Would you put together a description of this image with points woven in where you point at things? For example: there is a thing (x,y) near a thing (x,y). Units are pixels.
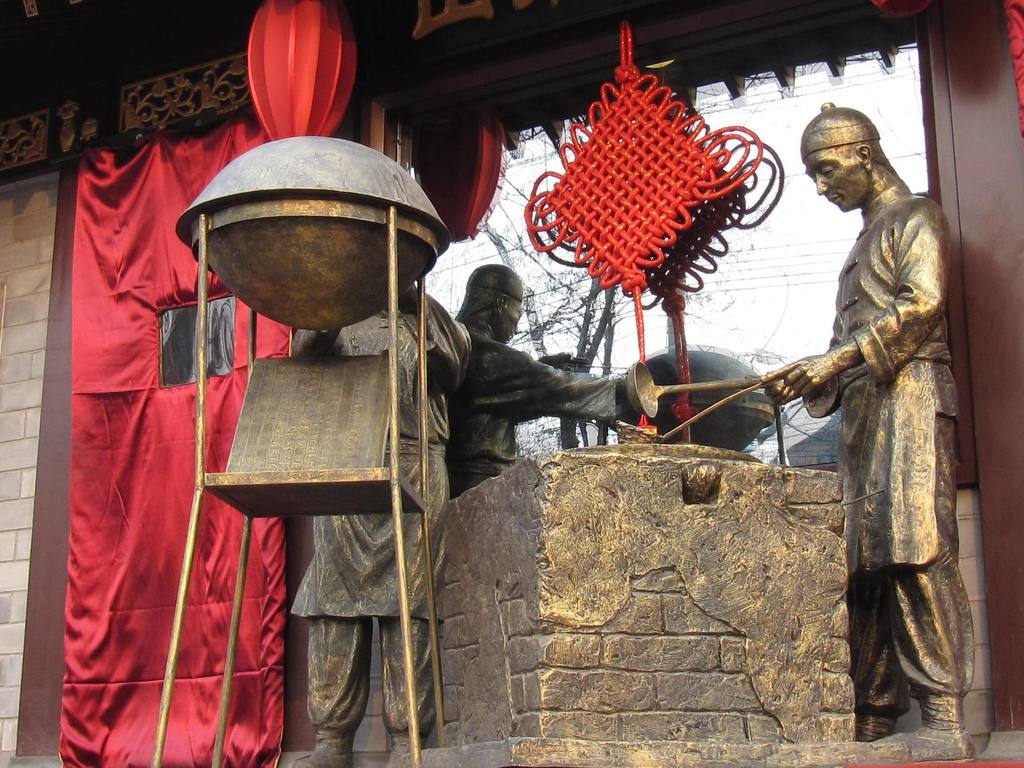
In this image we can see a statue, he is holding a spoon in the hands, here is the wall (600,475), here is the glass door (541,313), here is the red color curtain (109,329).
